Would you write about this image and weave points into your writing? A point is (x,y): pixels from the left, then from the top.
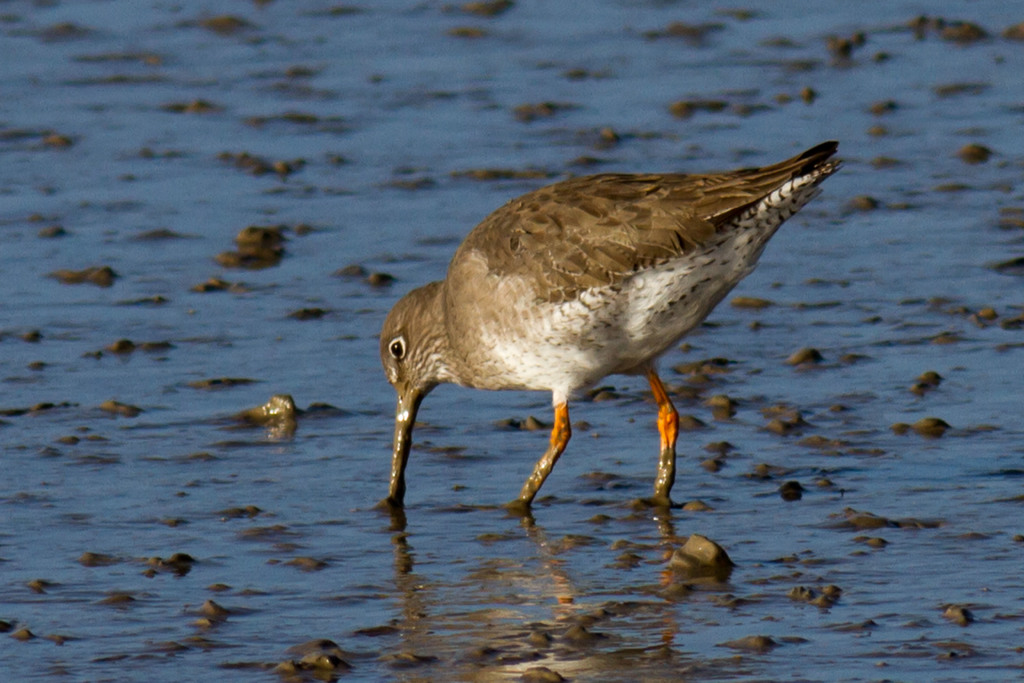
In this image in the center (448,311) there is one bird (486,293) which is in a water (316,193), and at the bottom (370,559) there is a sea (218,313), in that sea (462,559) there are some stones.
